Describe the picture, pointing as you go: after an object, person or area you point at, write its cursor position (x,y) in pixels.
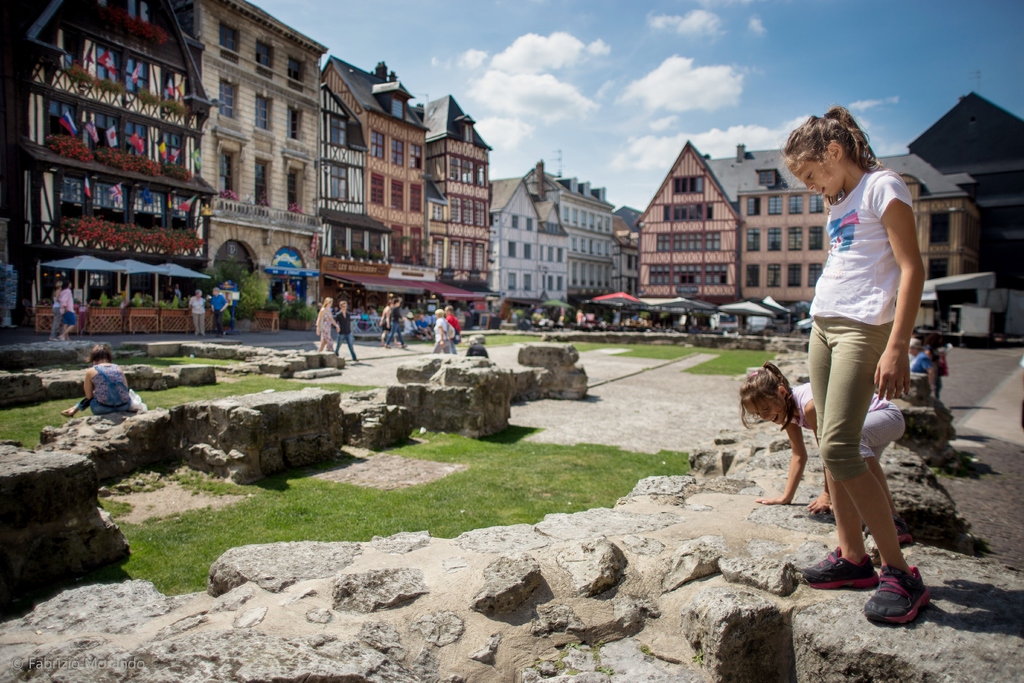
In the picture we can see a rock surface (669,666) on it we can see two girls (851,441), one girl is standing and one girl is bending and in front of them we can see some grass surface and some rocks (170,438) and far away from it we can see some people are walking on the path (93,335) and behind them we can see some buildings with windows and behind it we can see a sky (578,79).
